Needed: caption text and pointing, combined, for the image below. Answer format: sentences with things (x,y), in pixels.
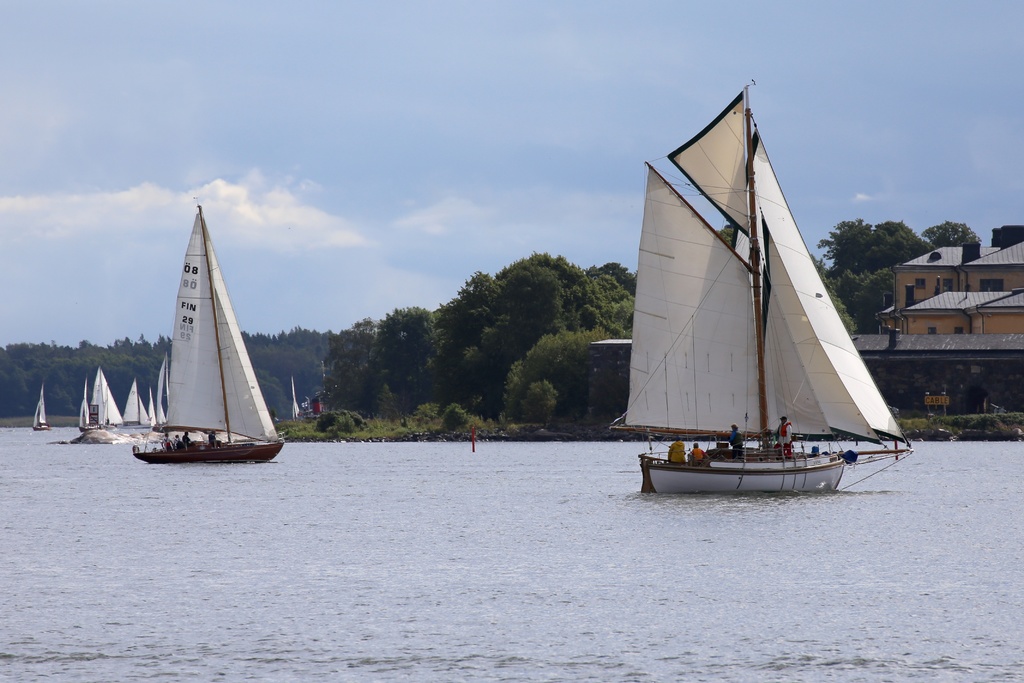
In this image we can see some people (790,453) on boats (782,407) placed in water (370,487). On the right side of the image (951,412) we can see buildings (998,329) with windows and a sign board (929,400) with some text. In the center of the image (443,354) we can see a group of trees (399,362). At the top of the image (408,132) we can see the sky (380,130).
